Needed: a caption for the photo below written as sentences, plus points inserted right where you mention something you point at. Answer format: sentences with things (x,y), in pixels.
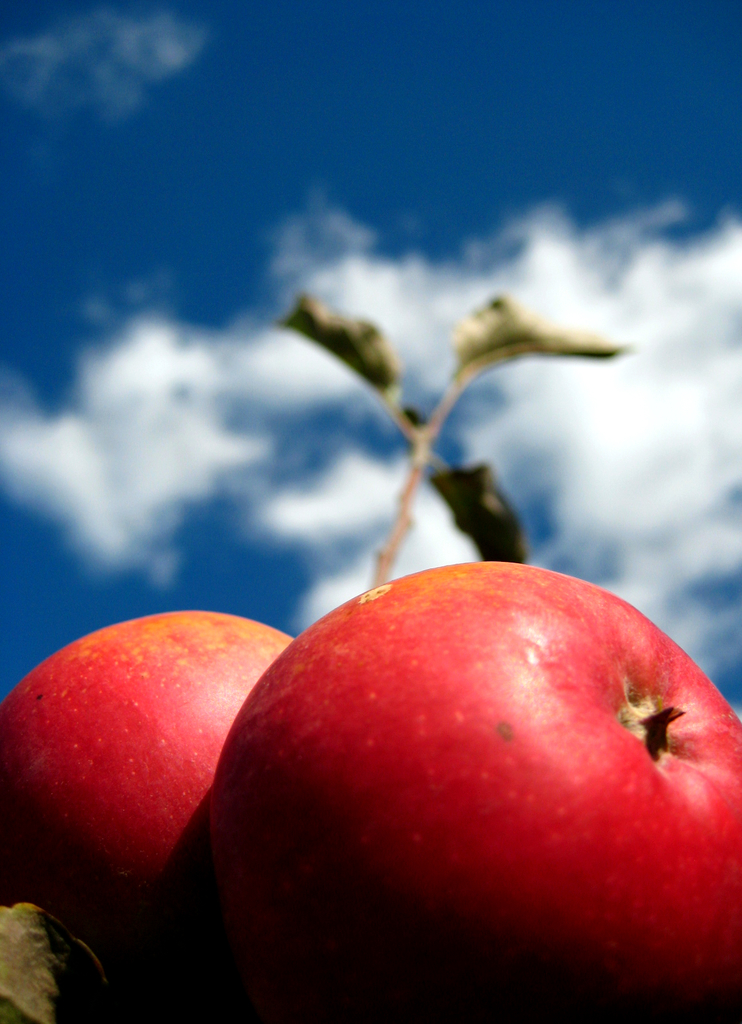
In this image in the foreground (425,743) there are two apples (330,760), and in the background (468,364) there are leaves (397,372) and sky (383,298).
